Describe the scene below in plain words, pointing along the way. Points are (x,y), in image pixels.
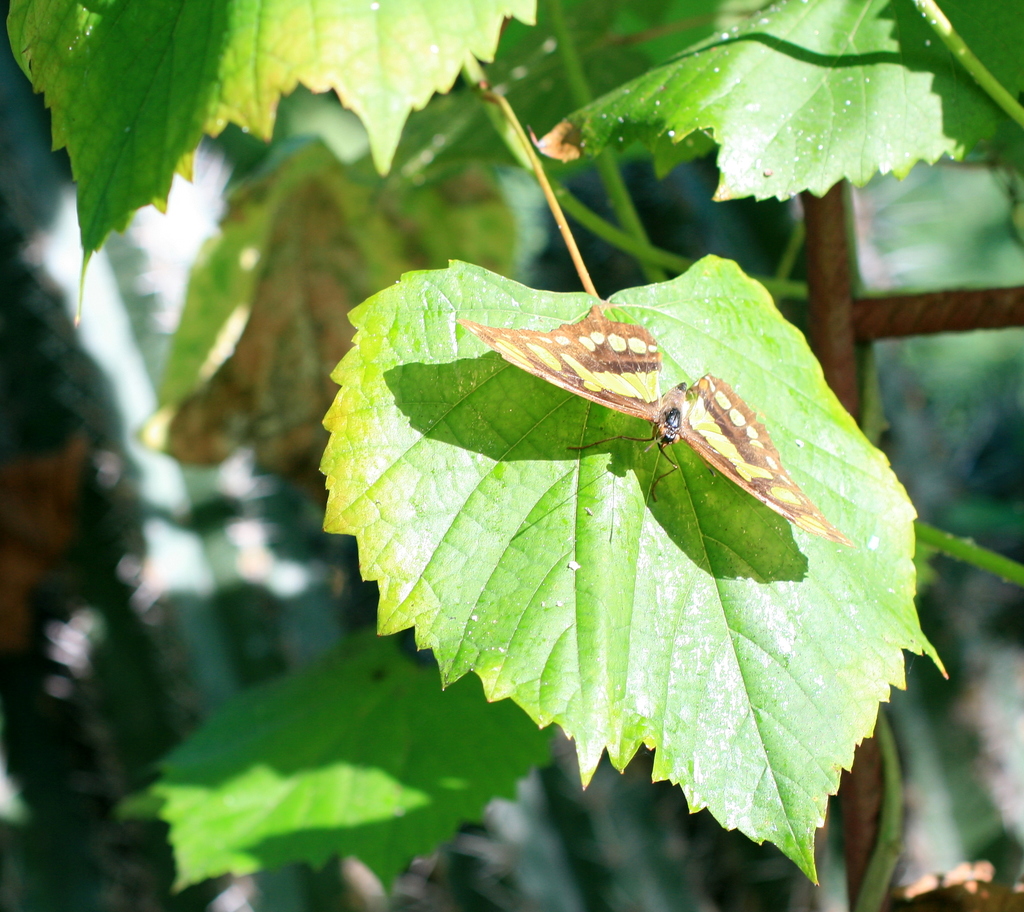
In this image, we can see a butterfly (517,346) on the green leaf (593,641). At the top of the image (800,183), we can see leaves (121,91) and stems (1008,106). In the background (32,891), we can see the blur view, leaves (341,711) and some objects (833,292).
